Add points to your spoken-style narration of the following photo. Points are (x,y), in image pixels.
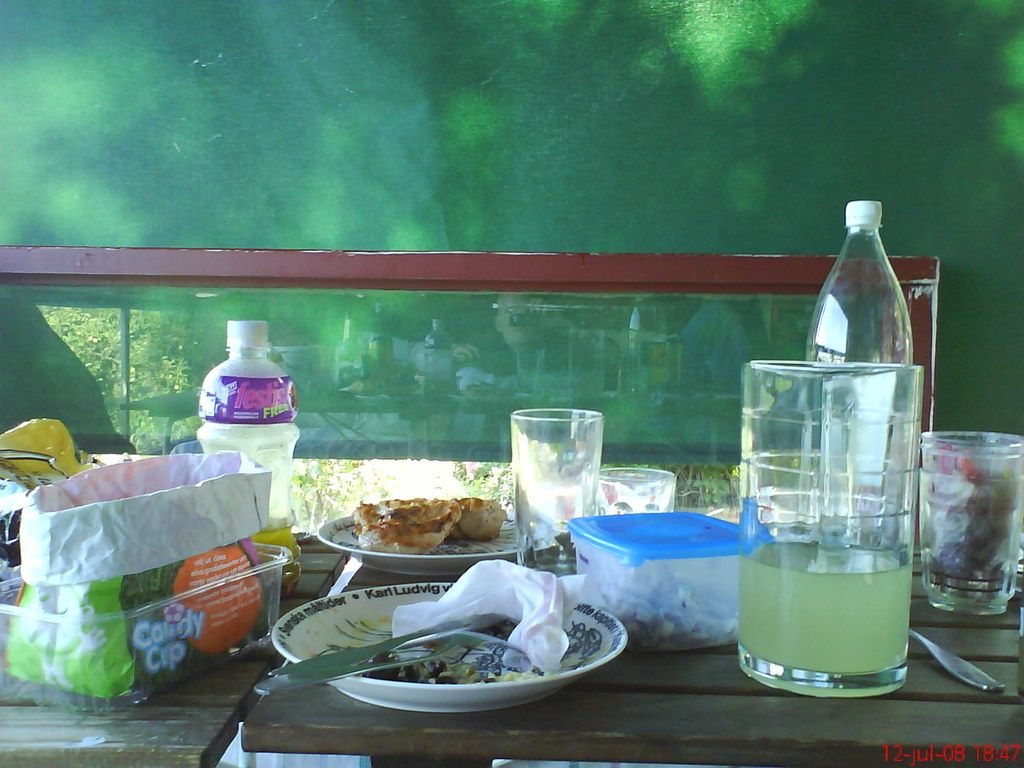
In this image there are tables (171,725), on the tables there are glasses (808,621), bowls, plates (515,656), a food item (433,538) on one of the plates (481,672) and some other objects (627,598), there is a small glass wall (556,312) where there are reflections (555,388) of the few objects (519,430) on the table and few persons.
